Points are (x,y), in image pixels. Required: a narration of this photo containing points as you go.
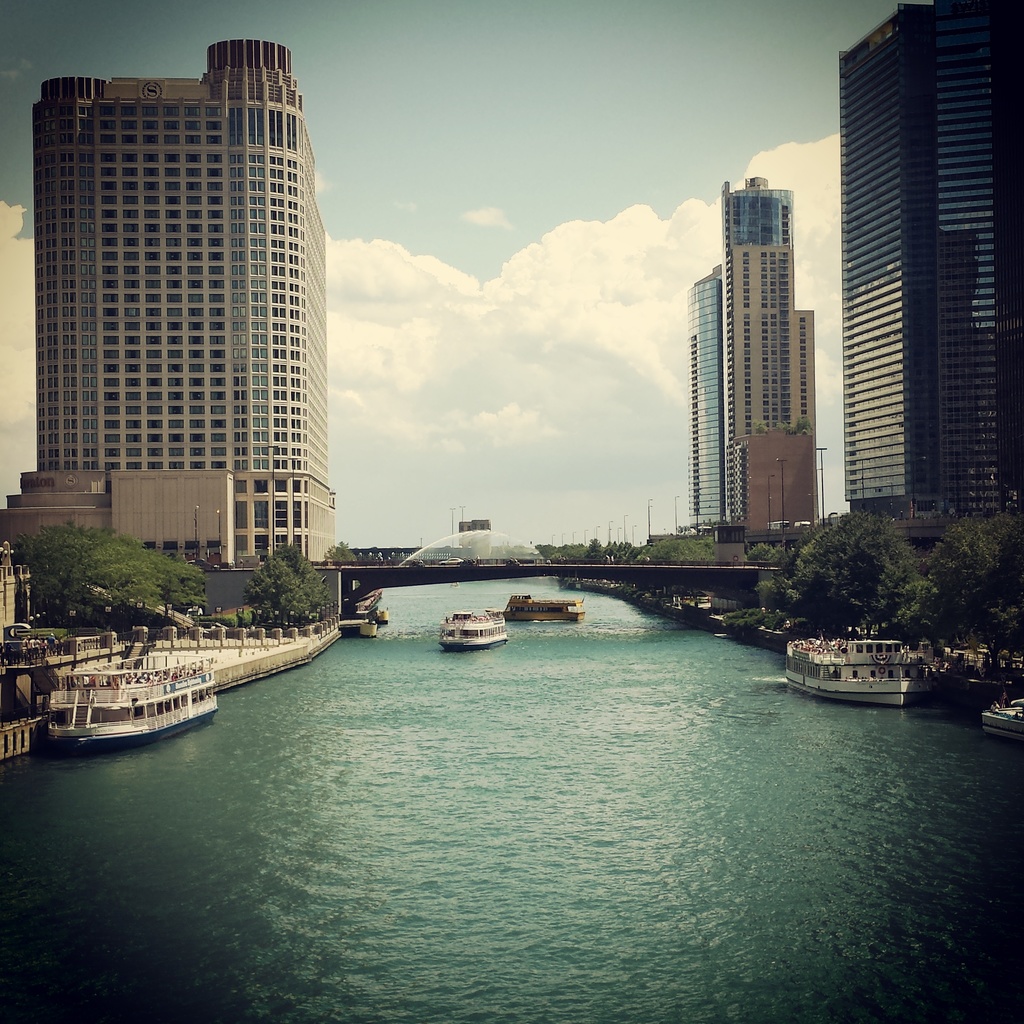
In this image there are ships (214,691) on the water (418,661). On the left side (173,411) there is a building (147,462) and there are trees (268,570). On the right side (804,355) there are buildings (779,398) and there are trees (983,589) and the sky (505,328) is cloudy.
